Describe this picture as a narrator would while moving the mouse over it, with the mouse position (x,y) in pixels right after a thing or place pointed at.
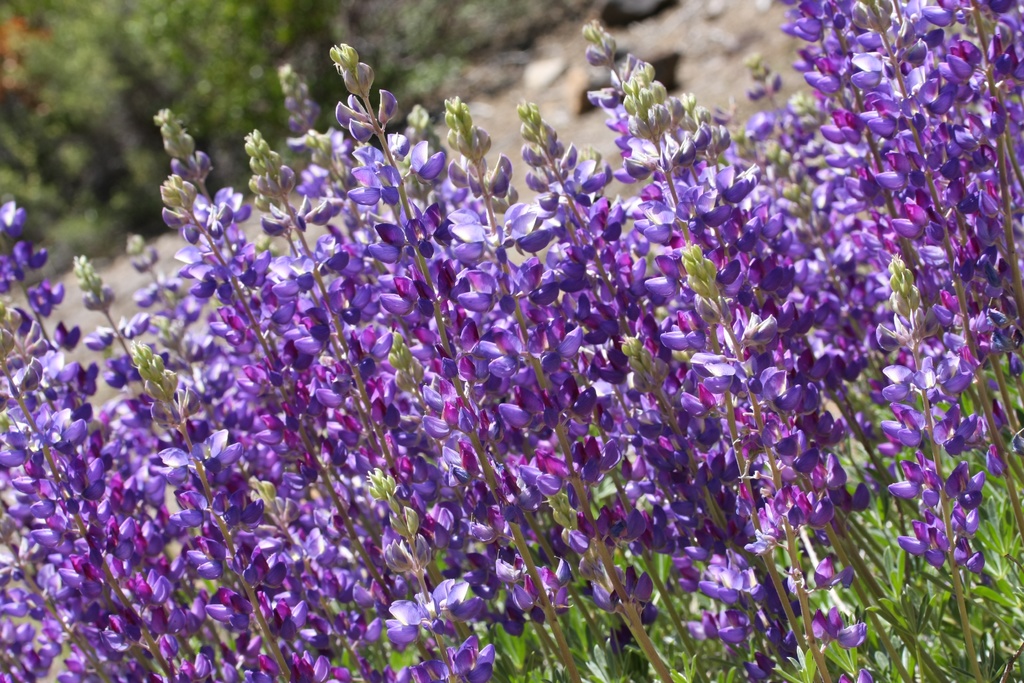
In the image there are stems (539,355) with flowers (596,321) and leaves (1002,598). And there is a blur background (443,54).
